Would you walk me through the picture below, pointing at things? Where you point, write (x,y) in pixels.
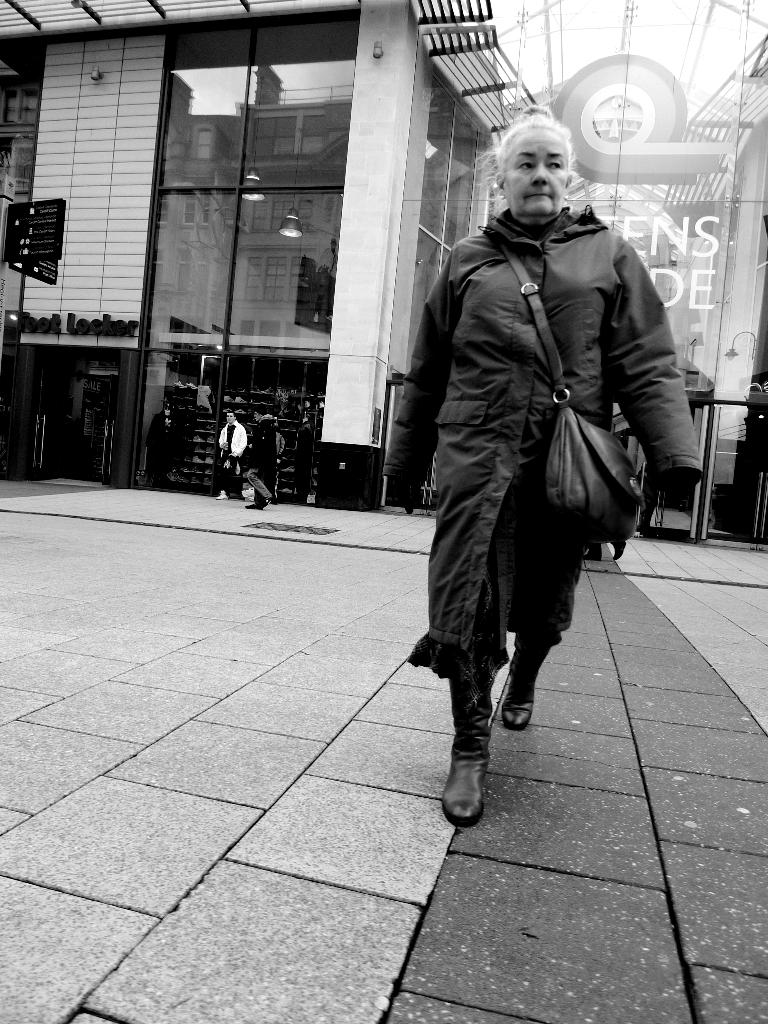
It is a black and white image. In this image there is a person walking on the road (416,920). In the background of the image (631,19) there are buildings (246,193). In front of the building (239,385) there are two persons (265,475) standing on the road (255,527). We can see there is a direction board (37,217) at the left side of the image (15,241).
